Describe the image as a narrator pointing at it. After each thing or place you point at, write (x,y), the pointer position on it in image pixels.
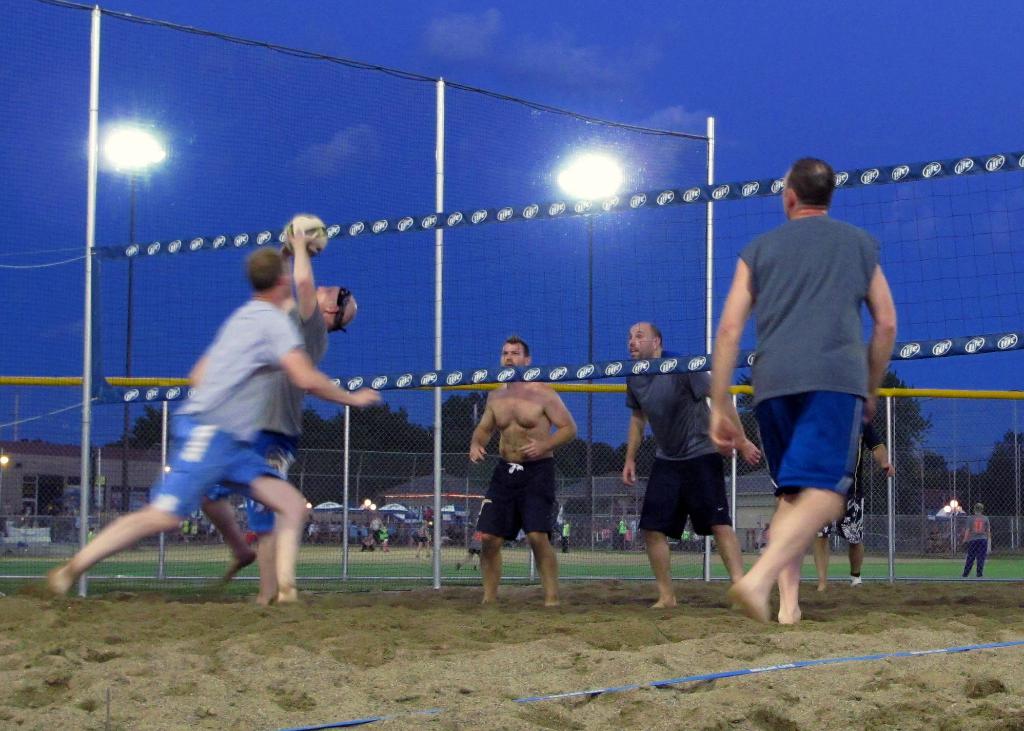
In this image we can see a few people (737,302) and it looks like they are playing and we can see the net (225,284) in the middle (564,302) and there is a person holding a ball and there are few light poles (127,173). We can see some people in the background (597,529) and there are few buildings (30,473) and trees (155,429) and at the top (1000,69) we can see the sky (955,422).
